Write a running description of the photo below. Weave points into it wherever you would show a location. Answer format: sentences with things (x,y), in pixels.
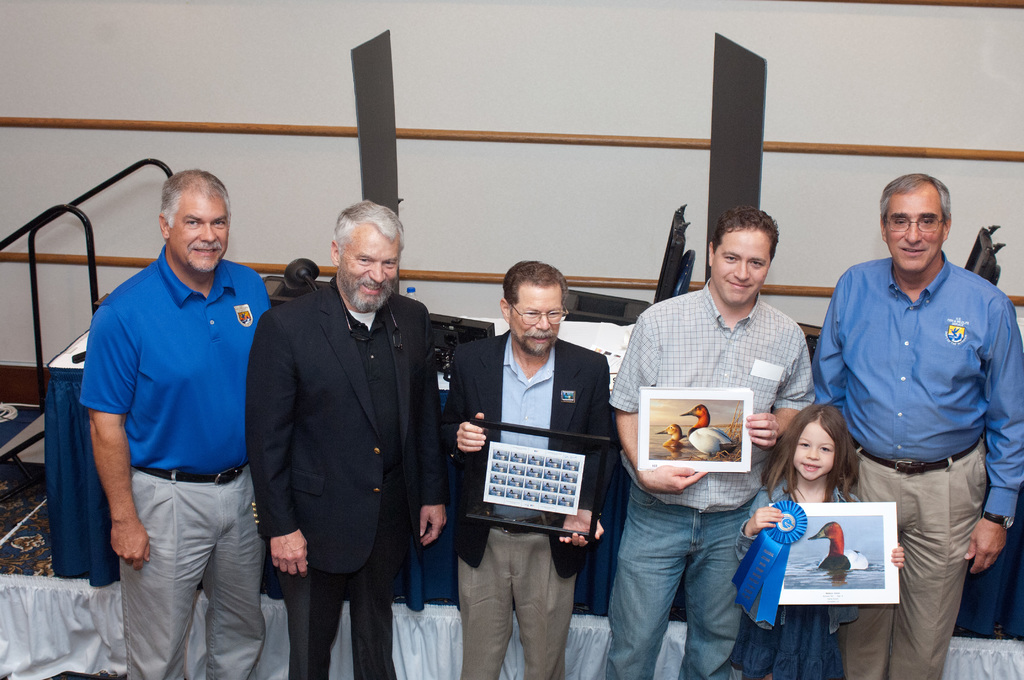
There is a group of persons (461,429) standing as we can see at the bottom of this image (530,584). We can see three people (656,369) are holding some photo frames (650,434). We can see chairs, table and a wall (314,136) in the background (484,139).
